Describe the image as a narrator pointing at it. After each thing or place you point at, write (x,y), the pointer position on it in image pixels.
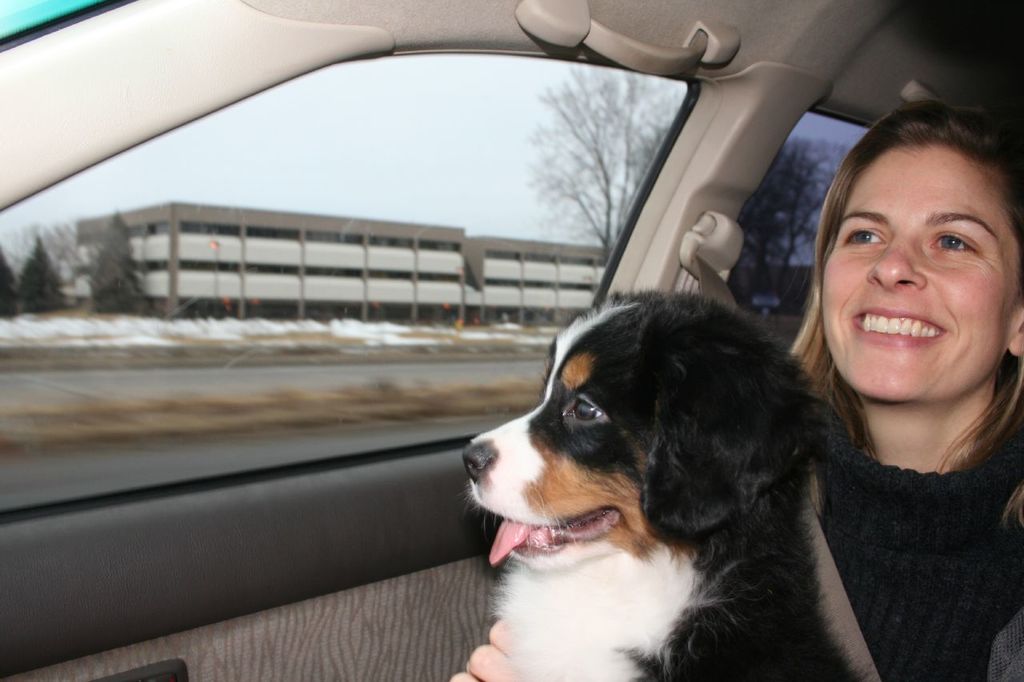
In this picture there is a woman (899,387) sitting in a seat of a car (846,598) wearing a seat belt (833,600) and she is smiling. On her there is a dog (650,496) which is looking outside from the window (252,411). In the background (266,242) there are some buildings (290,256) and sky (343,155) here.
